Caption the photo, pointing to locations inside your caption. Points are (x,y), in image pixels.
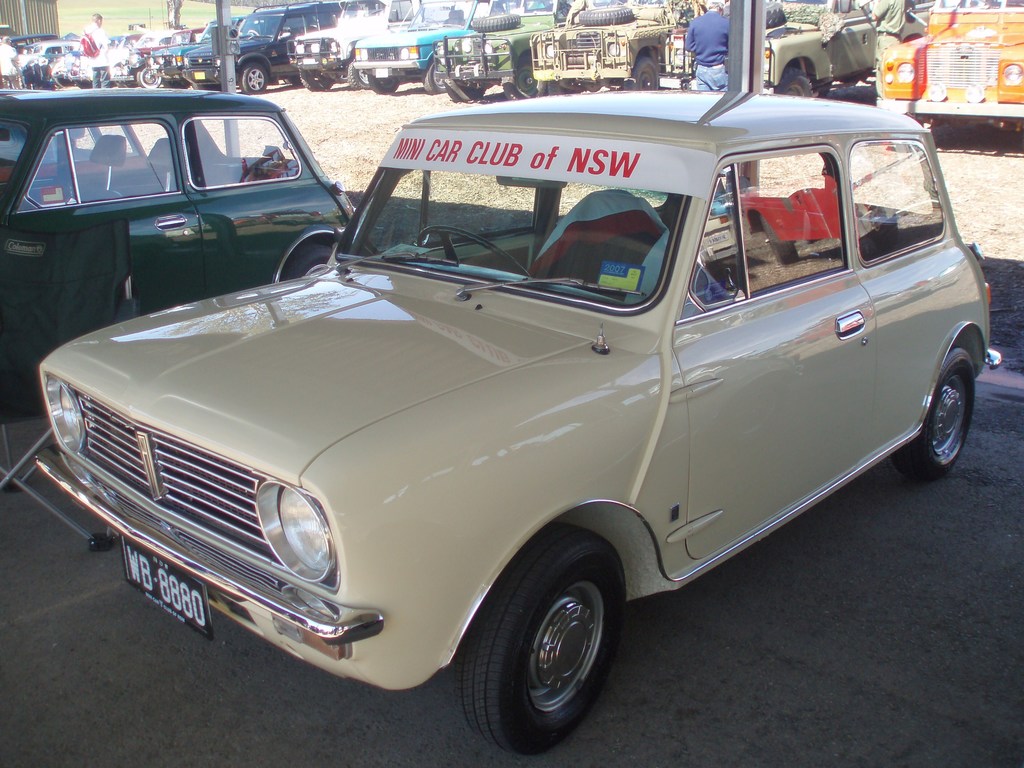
In this image there are cars (375,259) on the road (110,622) and there are persons (99,63). In the background (138,20) there is grass (127,13) on the ground (108,15). In the front (435,367) there is car (402,426), on the car (394,442) there is some text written on it.
